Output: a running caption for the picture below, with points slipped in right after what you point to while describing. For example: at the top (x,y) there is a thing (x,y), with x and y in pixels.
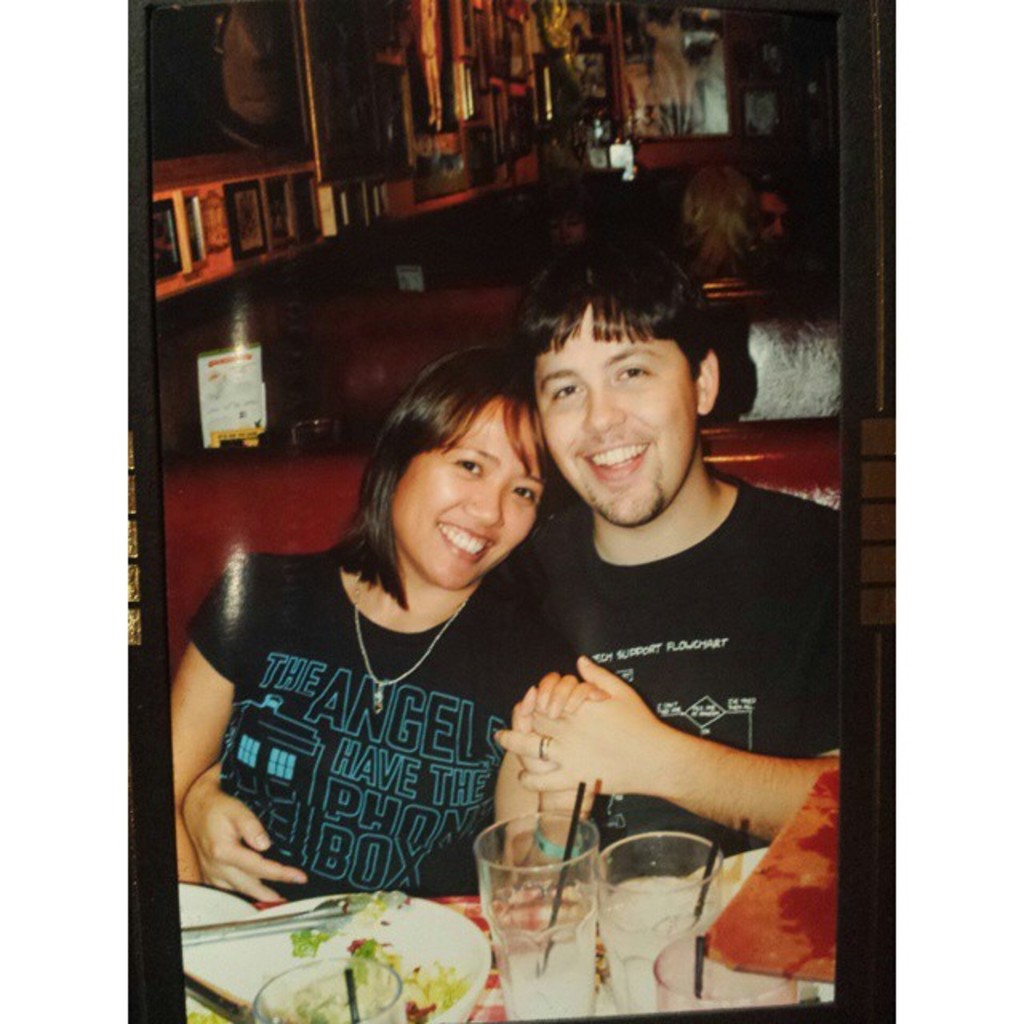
In this image, we can see a few people (578,465) sitting. We can see some objects (702,889) like glasses (551,938), plates (475,969). We can see the wall (384,94) with some frames (388,77). We can see some boards (254,368) with text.
